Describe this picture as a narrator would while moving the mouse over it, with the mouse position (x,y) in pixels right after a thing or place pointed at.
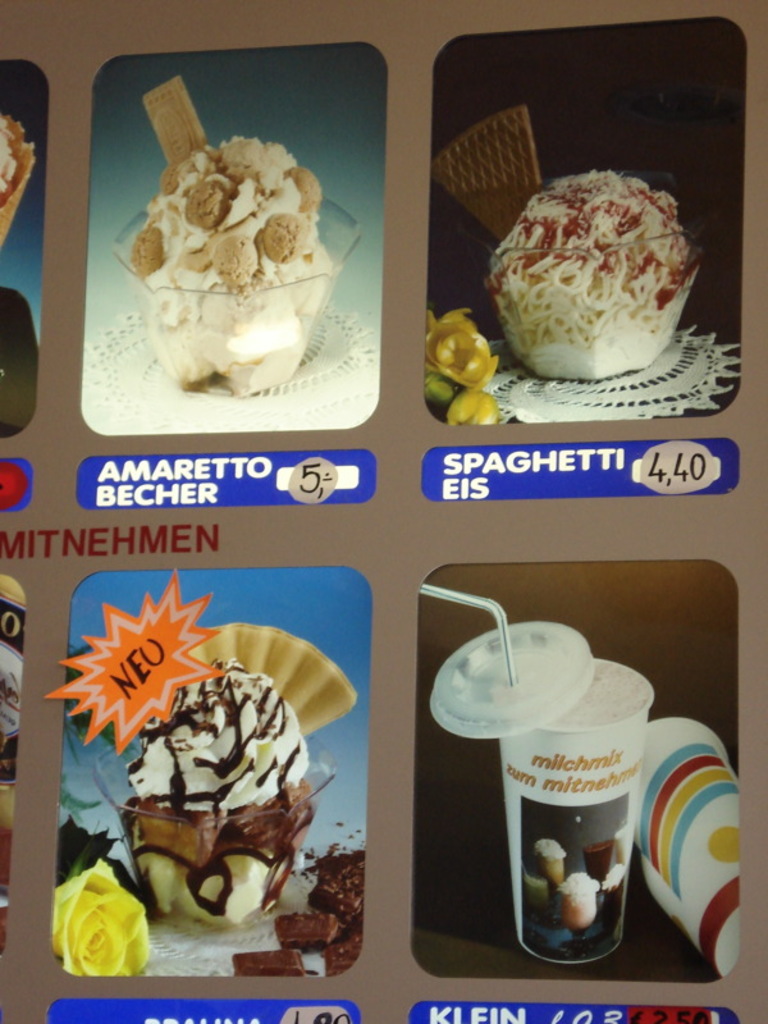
In this image, we can see there is a poster (256,327) having images (364,840) of food items (612,199), texts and numbers (701,483). And the background (534,535) is gray in color.
